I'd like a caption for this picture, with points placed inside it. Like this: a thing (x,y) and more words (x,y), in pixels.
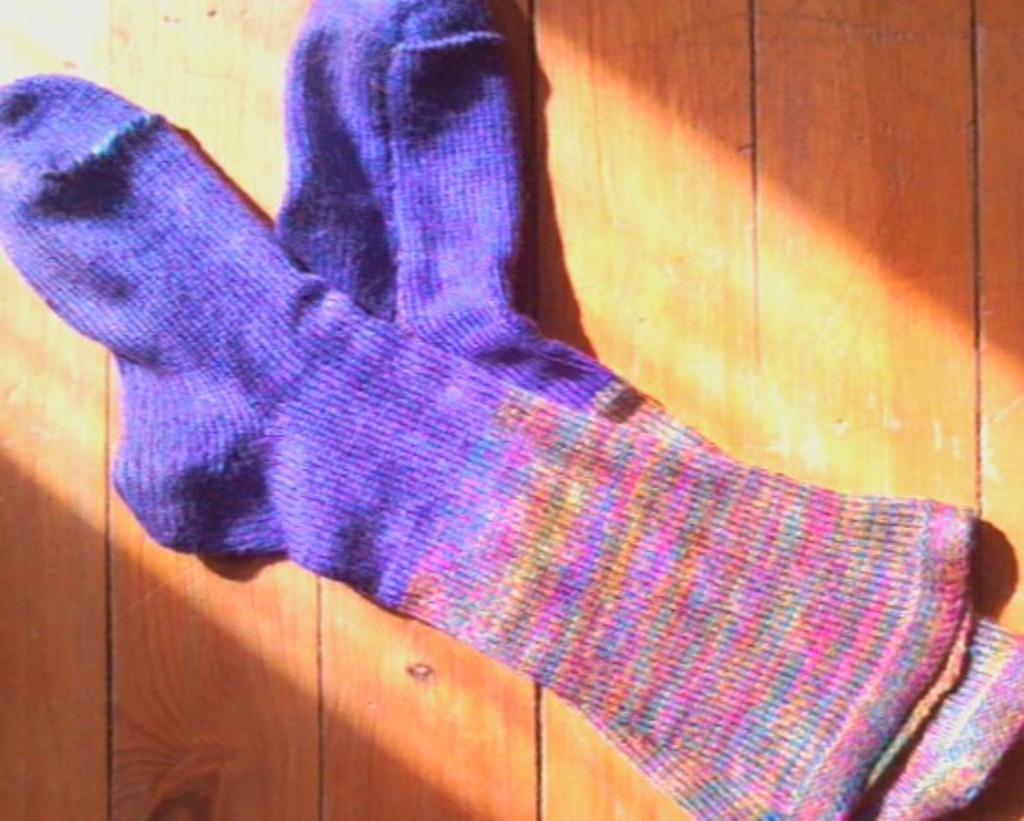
There are two violet and pink color socks (414,570) on a wooden surface (764,287).
